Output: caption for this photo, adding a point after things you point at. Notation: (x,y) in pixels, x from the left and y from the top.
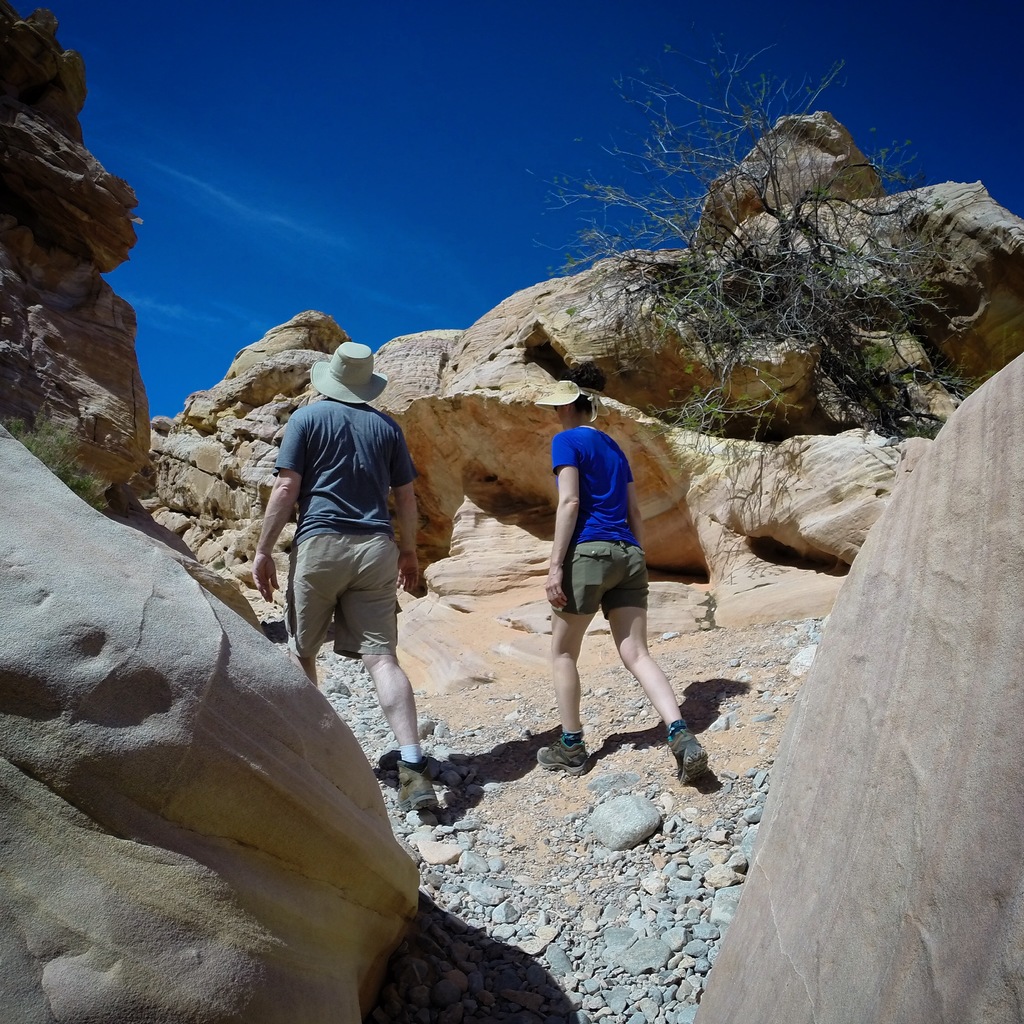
In the middle of the image (355,347) two persons (662,674) are walking and there are some stones (645,945) and hills (27,306) and trees (762,93). At the top of the image (388,254) there are some clouds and sky (131,80).
